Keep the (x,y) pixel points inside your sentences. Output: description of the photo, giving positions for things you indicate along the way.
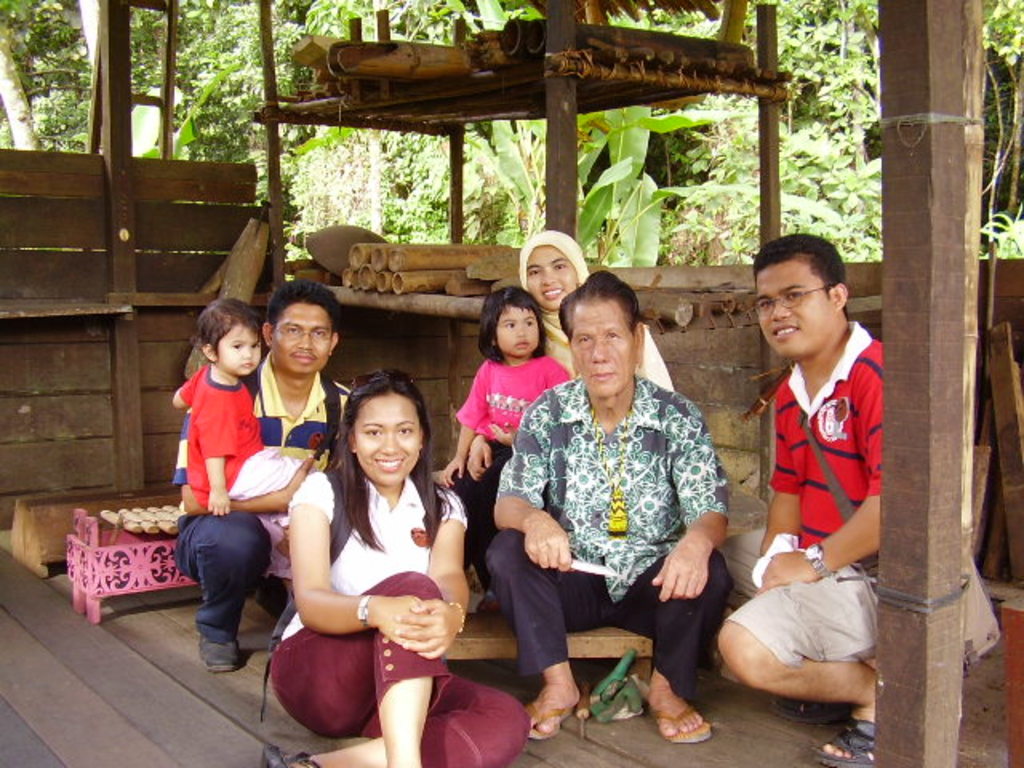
The man (599,561) in the middle of the picture (611,459) who is holding a knife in his hand (551,532) is sitting on the stool (492,615). Behind him, we see a woman (549,321) is sitting with her daughter (530,373). Beside him, we see a woman (415,565) is sitting on the wooden floor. We see two men (189,488) are in squat position. Behind him, we see stools (92,541). Behind them, we see the wooden wall (146,280) and wooden sticks (456,299). On the right side (920,209), we see a wooden pole (907,498). There are trees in the background (516,145).
